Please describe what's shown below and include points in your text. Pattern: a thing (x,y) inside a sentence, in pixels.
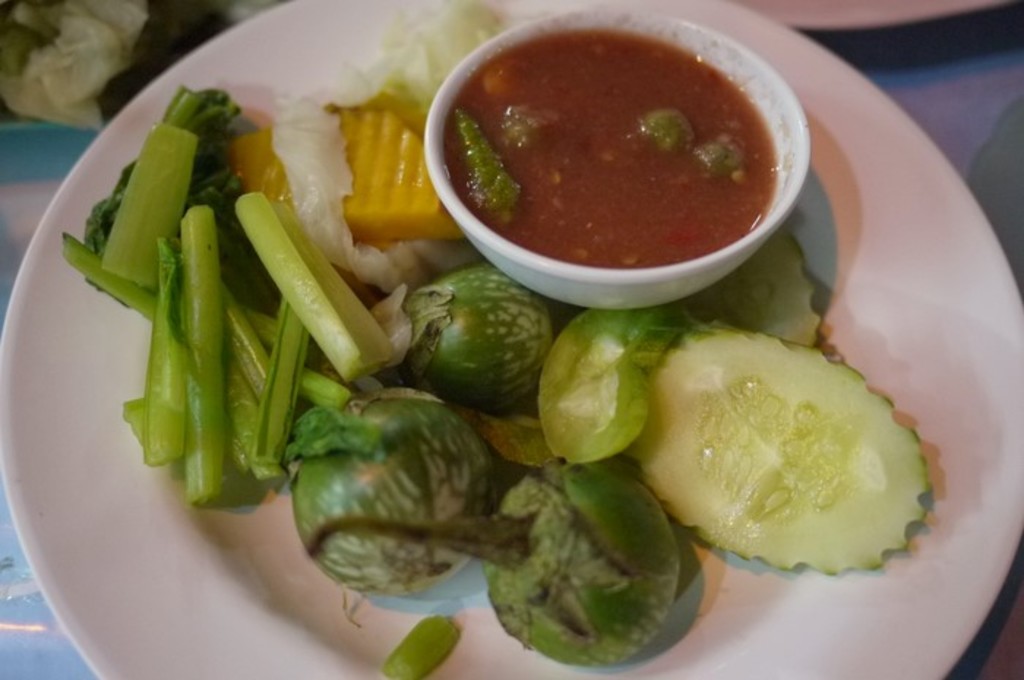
At the top of this image (530,150), there is a soup (730,217) in a white color cup (618,29), which is on a white color plate (905,264), on which there are vegetables (380,255). In the background (938,8), there is another white color plate (927,18) and other food items (77,78).
